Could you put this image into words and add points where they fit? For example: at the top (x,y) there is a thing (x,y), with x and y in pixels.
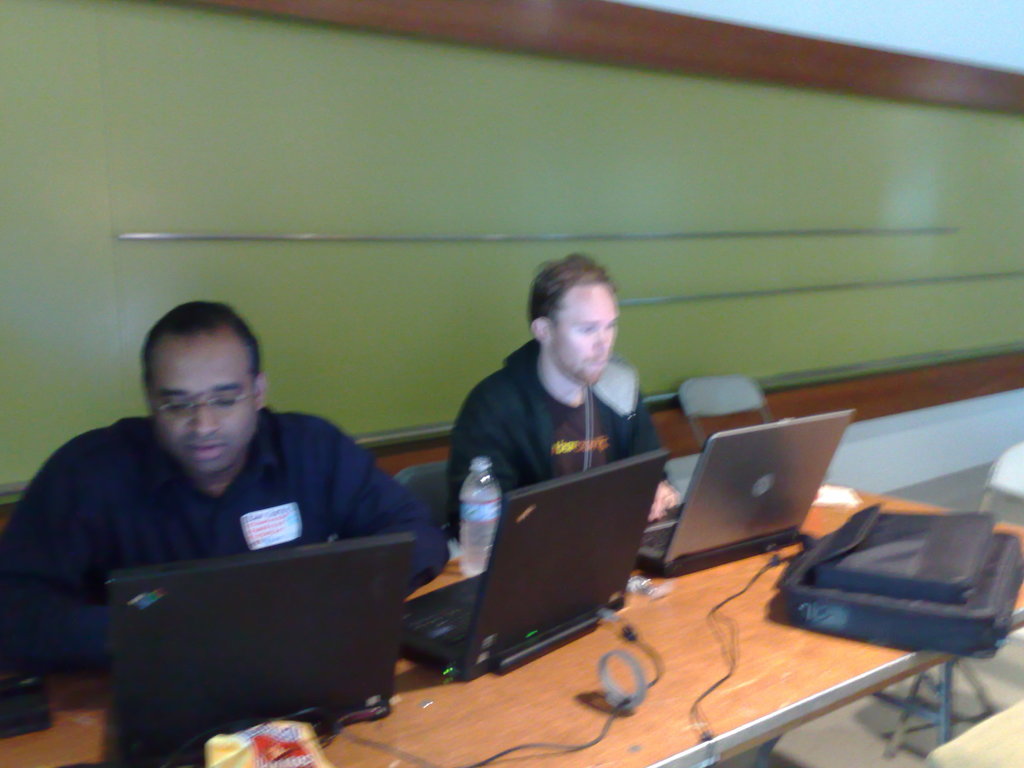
In this image there are two people (303,515) sitting in chairs (428,478) and are using laptops (372,537) in front of them on the table (441,708). On the table (790,553) there are cables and a bag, beside them there are empty chairs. Behind them there is a wall (410,432).
